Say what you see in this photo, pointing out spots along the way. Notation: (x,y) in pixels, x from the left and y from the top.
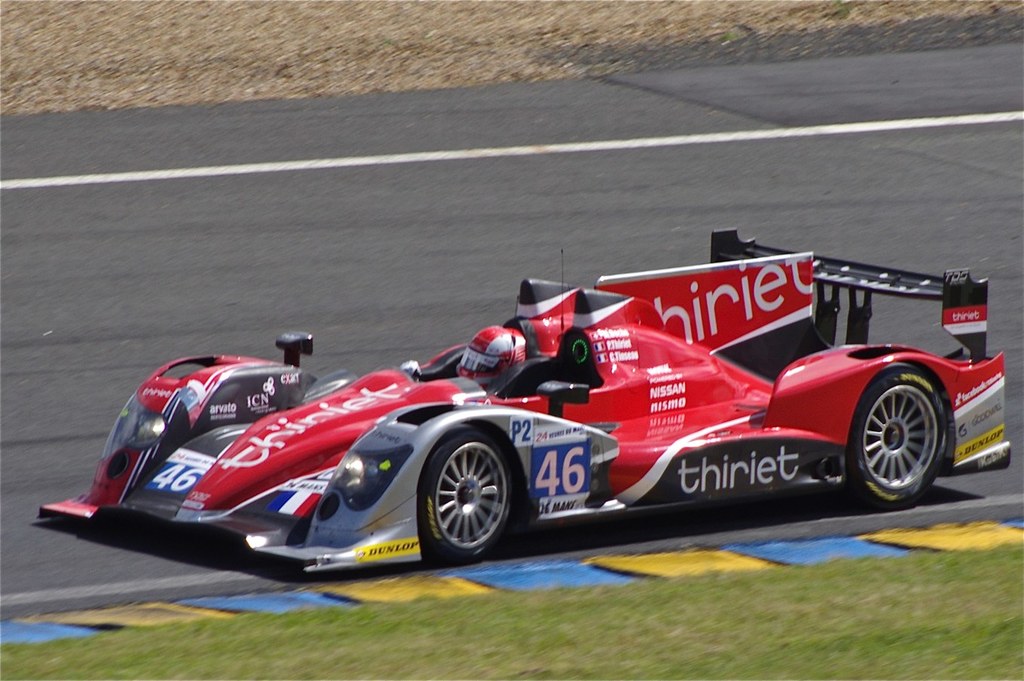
In this image we can see a person (495,354) wearing a helmet (503,343) sitting in a sports car (496,496) which is on the road (198,545). On the bottom of the image (829,656) we can see some grass (792,636).
